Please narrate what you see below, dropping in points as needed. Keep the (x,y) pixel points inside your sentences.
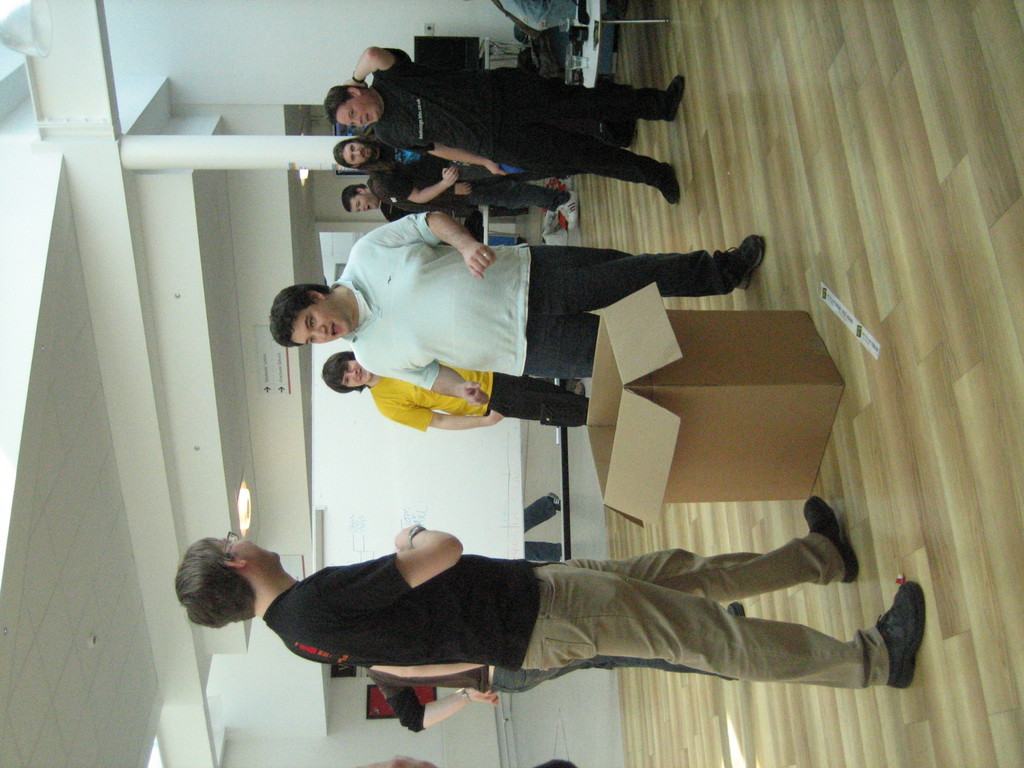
In this picture we can see a group of people (420,162) standing on the path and in front of the people (591,595) there is a cardboard box (610,488). Behind the people (439,242) there is a table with a glass (578,67) and other things (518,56). Behind the people (422,277) there is a wall (317,187) and a pillar (277,168) and there are ceiling lights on the top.
